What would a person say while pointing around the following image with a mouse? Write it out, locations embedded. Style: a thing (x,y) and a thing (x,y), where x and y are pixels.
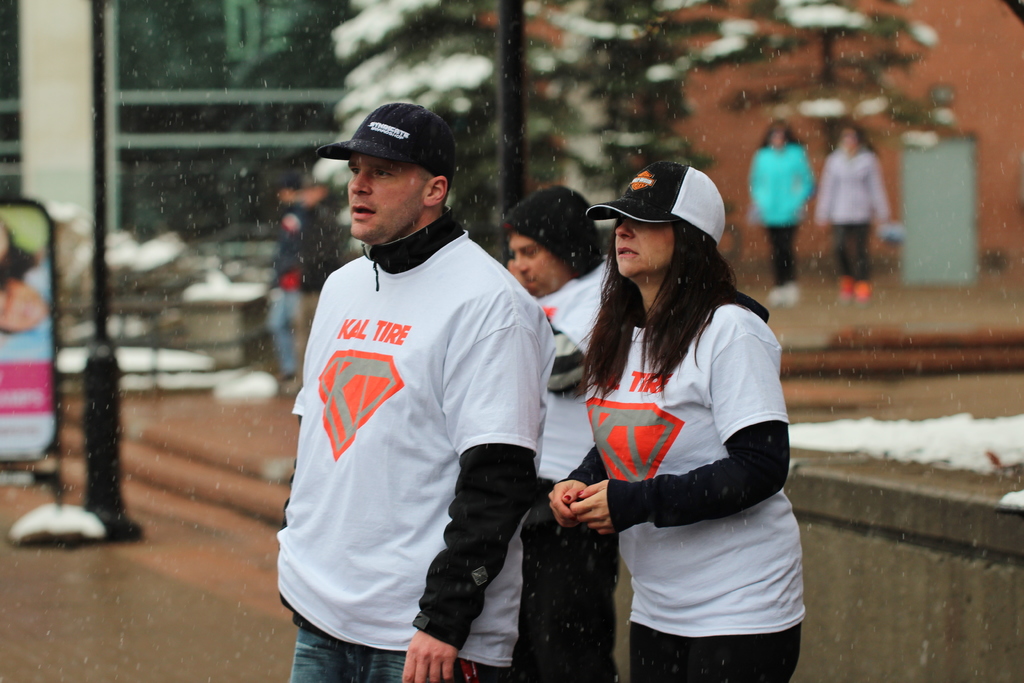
In the middle of the image (451,286), there are three persons (555,362) in white color t-shirts (449,305), standing. Beside them, there is a wall (903,584). In the background (829,45), there are trees (823,57), on which there is snow (367,25), there are poles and there are buildings (8,89).
